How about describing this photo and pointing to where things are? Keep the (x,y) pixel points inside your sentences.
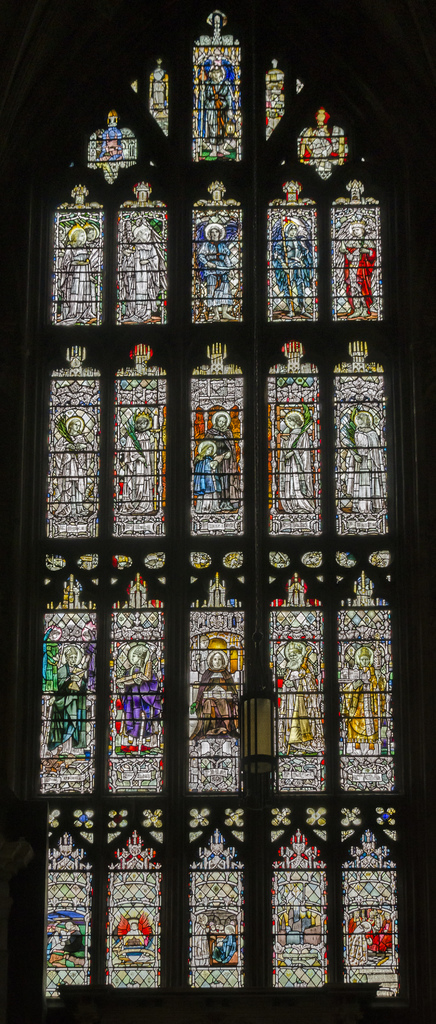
In this image we can see the windows (207,389), there are some images (238,405) on the glasses (231,287).
